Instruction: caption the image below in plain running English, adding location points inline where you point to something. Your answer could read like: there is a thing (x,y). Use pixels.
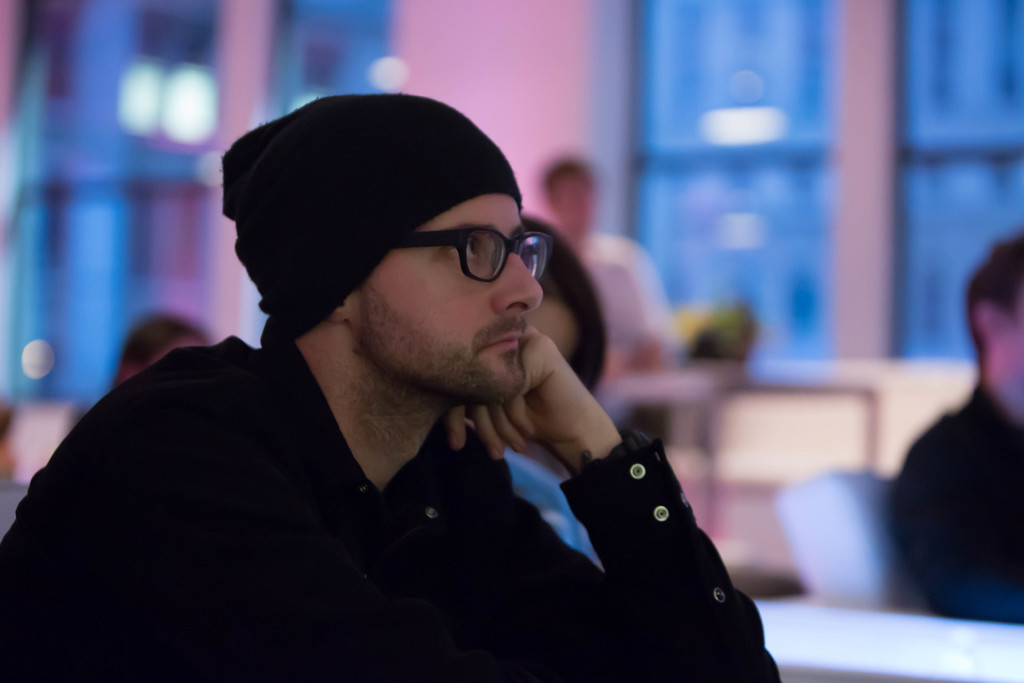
Man (219,514) in black shirt (320,527) who is wearing black cap (313,183) is sitting on chair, he is even wearing spectacles (536,269). On the right bottom (971,516), we see man (962,492) sitting on chair (846,589) and behind them, we see white wall (495,57) and windows (666,82).
